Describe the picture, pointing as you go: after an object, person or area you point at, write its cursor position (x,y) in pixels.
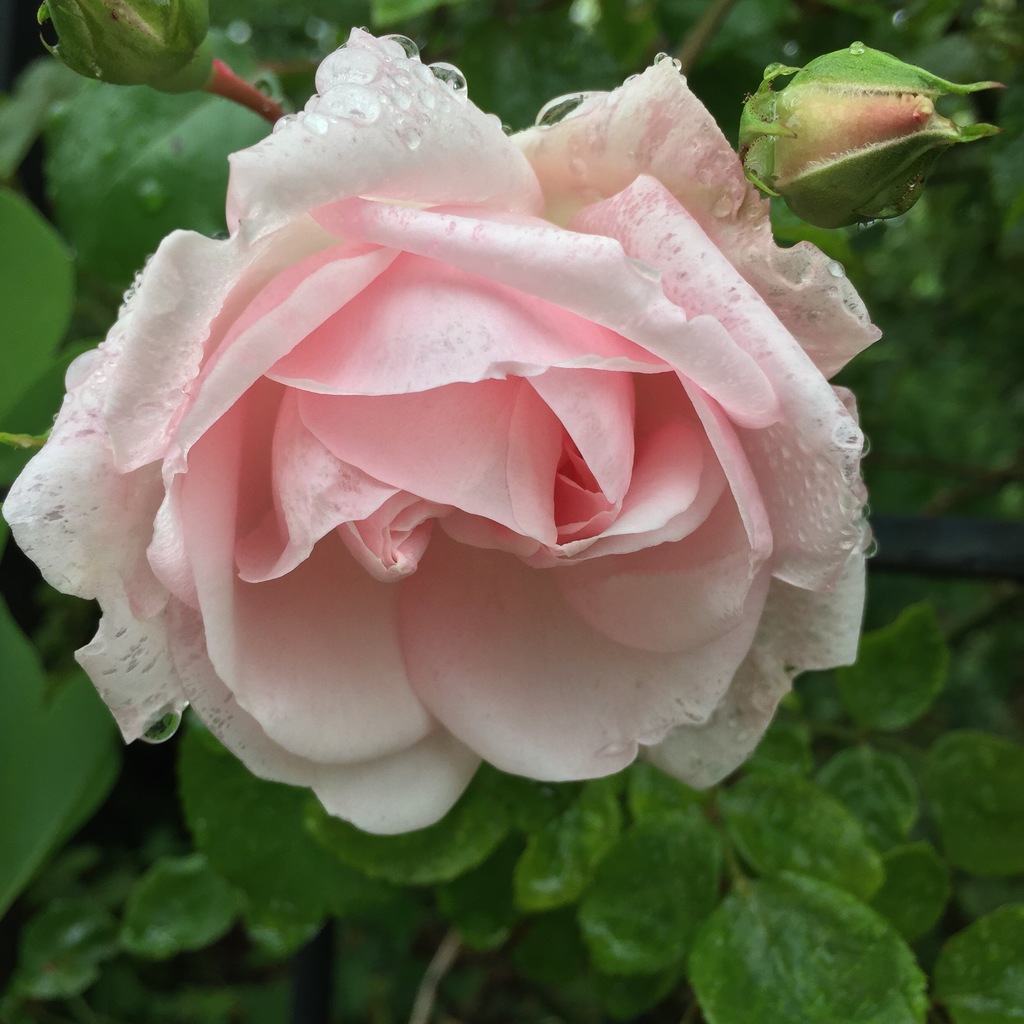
In this picture we can see a light pink rose flower (130,426) and a few buds (143,63). There are some green leaves (52,905) in the background (645,988).
